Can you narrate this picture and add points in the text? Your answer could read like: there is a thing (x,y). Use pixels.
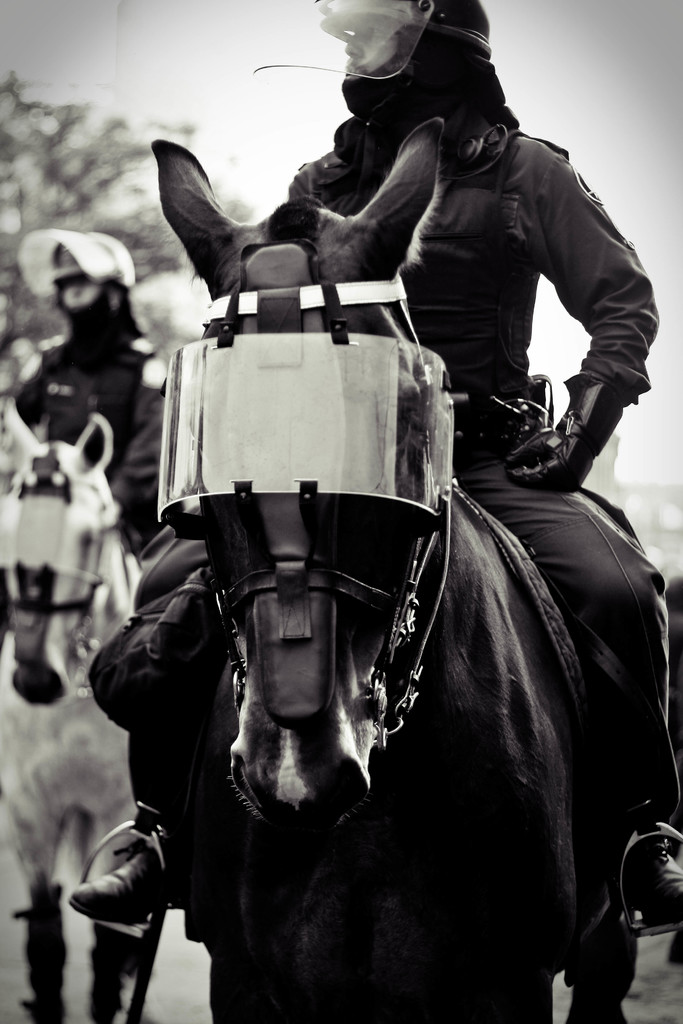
There is a man (520,239) sitting on a horse (166,185). In the background (84,334) there is another man (150,390) sitting on a horse (96,715).
